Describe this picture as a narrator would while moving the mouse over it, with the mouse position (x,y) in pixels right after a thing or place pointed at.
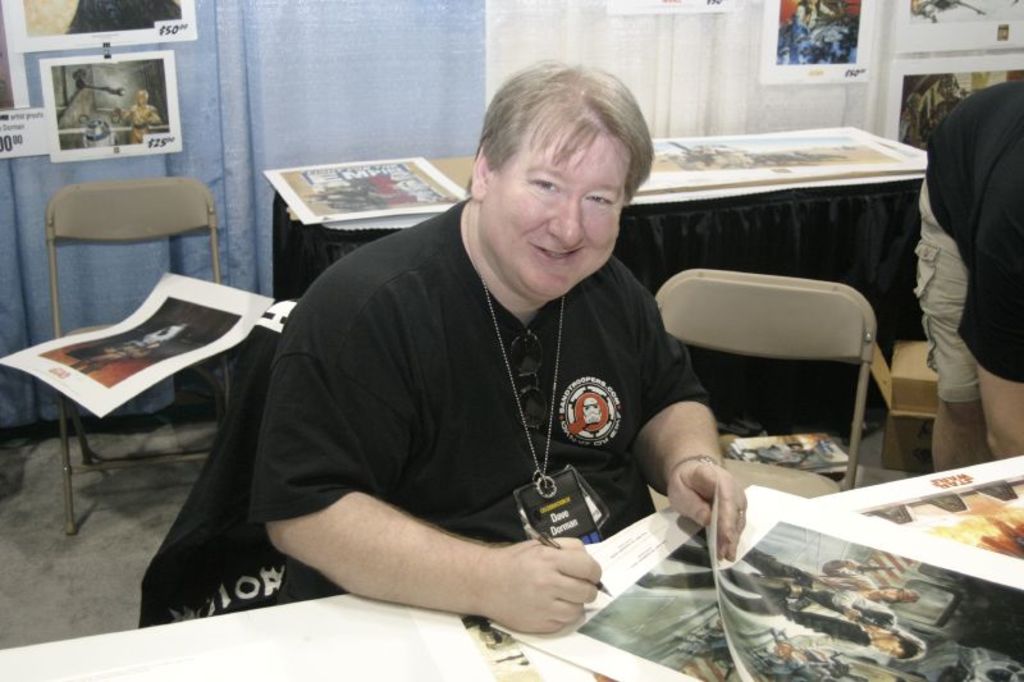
In this picture we can see a man (440,394) in black shirt (448,467) sitting on the chair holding a pen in front of the table (752,614) on which there is a paper (671,581) and behind him there is a table (277,225) and some charts (152,315).
